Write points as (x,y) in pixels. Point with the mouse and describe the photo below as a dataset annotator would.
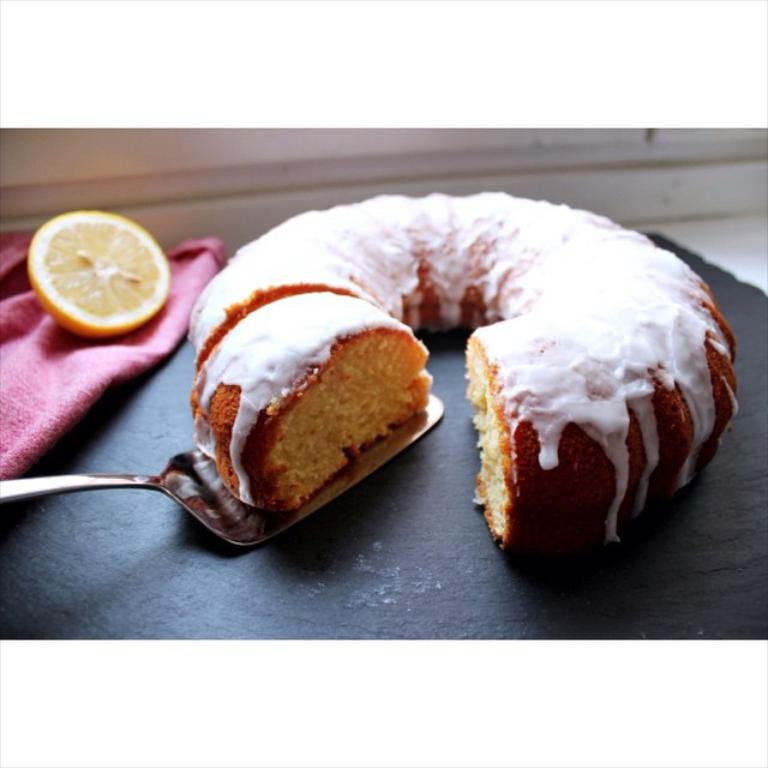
In this image I can see food (286,465) which is in white and brown color. I can also see a lemon (134,287) on the pink color cloth (95,374) and I can also see a spoon (50,490).
